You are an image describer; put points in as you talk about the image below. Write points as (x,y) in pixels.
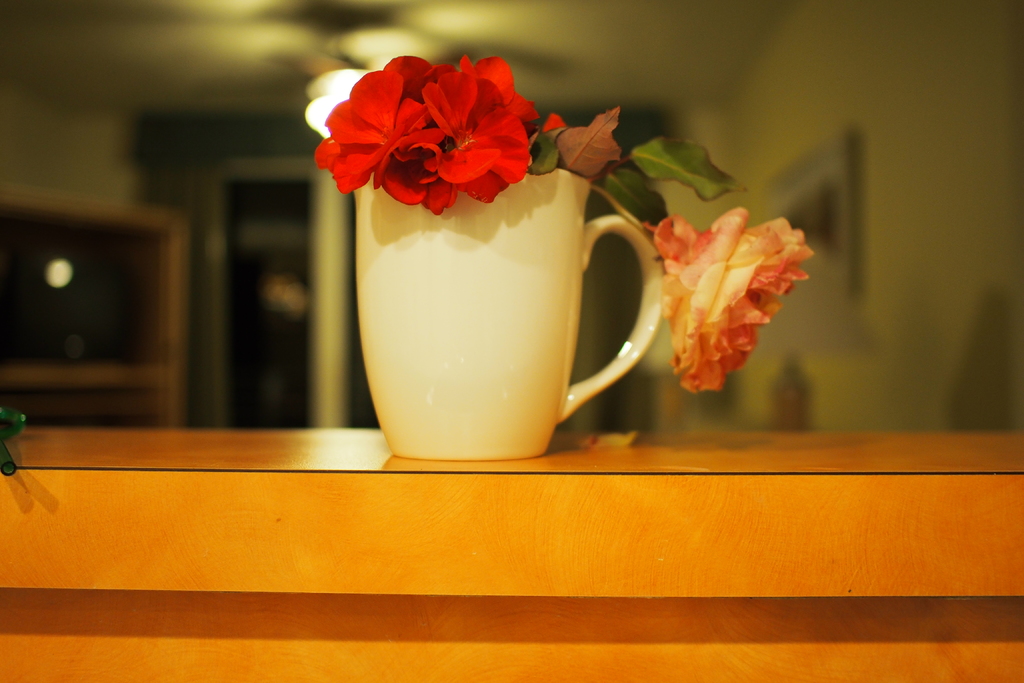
In this picture we can see a cup (500,239). And there are some flowers (409,98). And this is the light (315,127).
